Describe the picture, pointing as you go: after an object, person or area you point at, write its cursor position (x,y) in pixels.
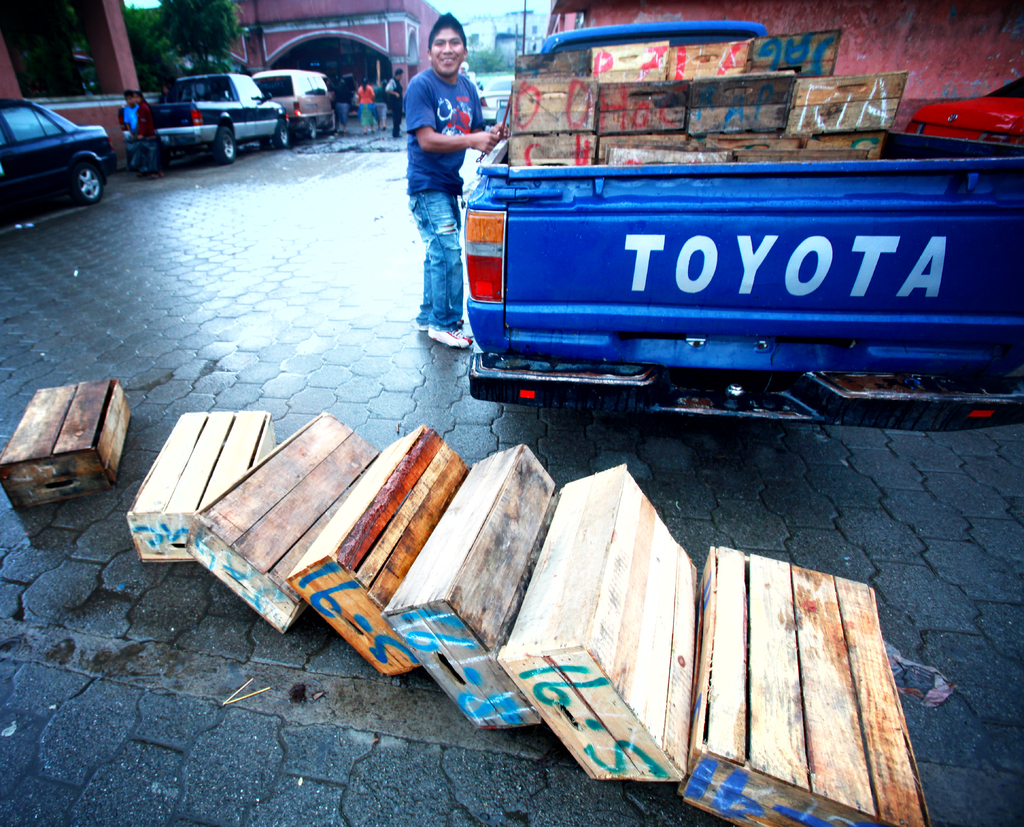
In this image, we can see vehicles (756,189), wooden boxes (775,581), buildings (293,42), trees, people (415,148) and we can see a pole (524,46). At the bottom (224,605), there is a road (106,707).
